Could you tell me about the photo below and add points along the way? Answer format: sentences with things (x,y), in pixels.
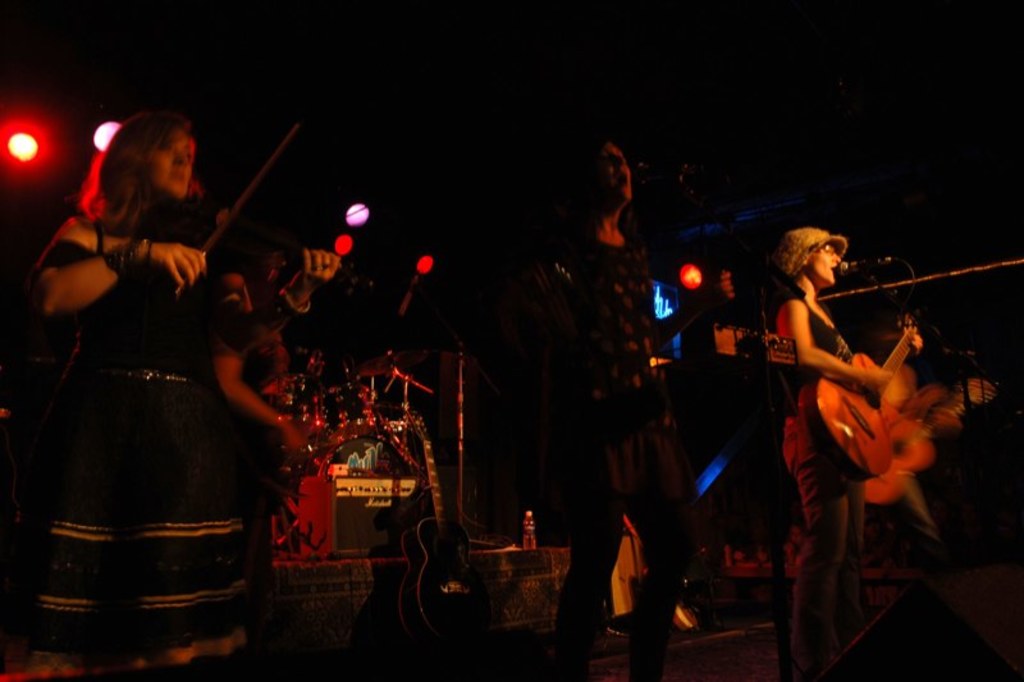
In the image there is orchestra (237,474) on the stage (395,666) and there are lights (16,136) over the ceiling (65,120).
